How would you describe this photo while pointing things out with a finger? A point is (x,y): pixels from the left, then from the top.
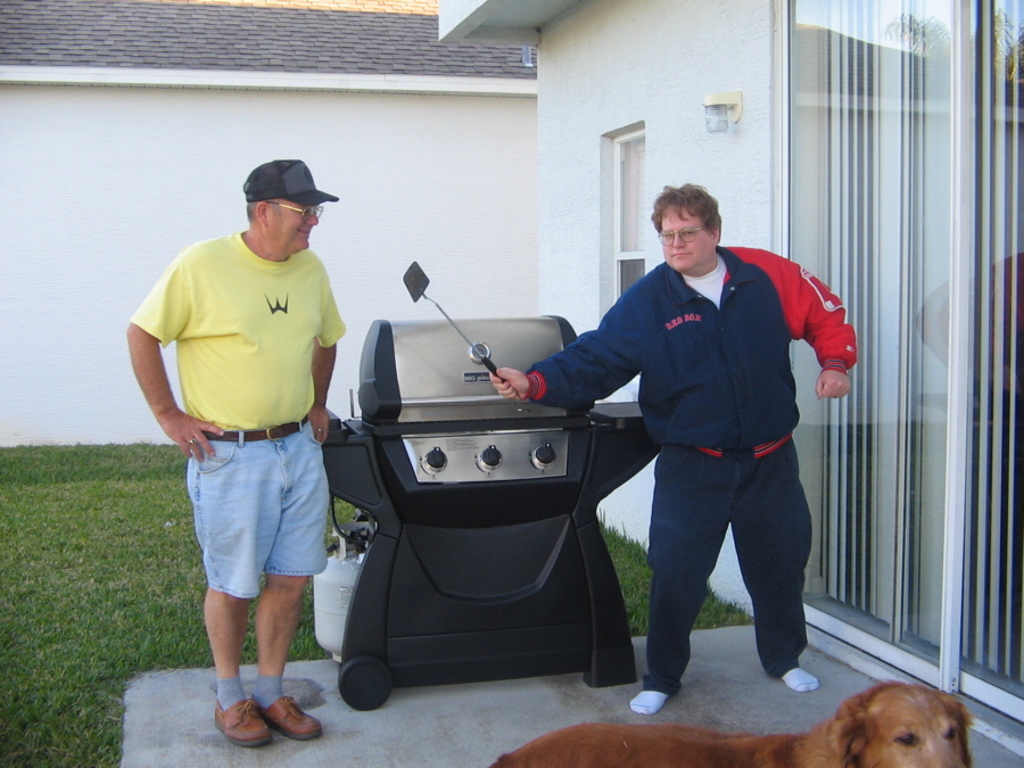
In this image, we can see a few people (535,388). We can also see a black colored object (409,590). We can see the ground (754,715). We can see some grass (130,594). We can see a dog (590,731). We can see some glass doors (979,438). We can see the wall (581,149) with the window (621,155) and an object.
